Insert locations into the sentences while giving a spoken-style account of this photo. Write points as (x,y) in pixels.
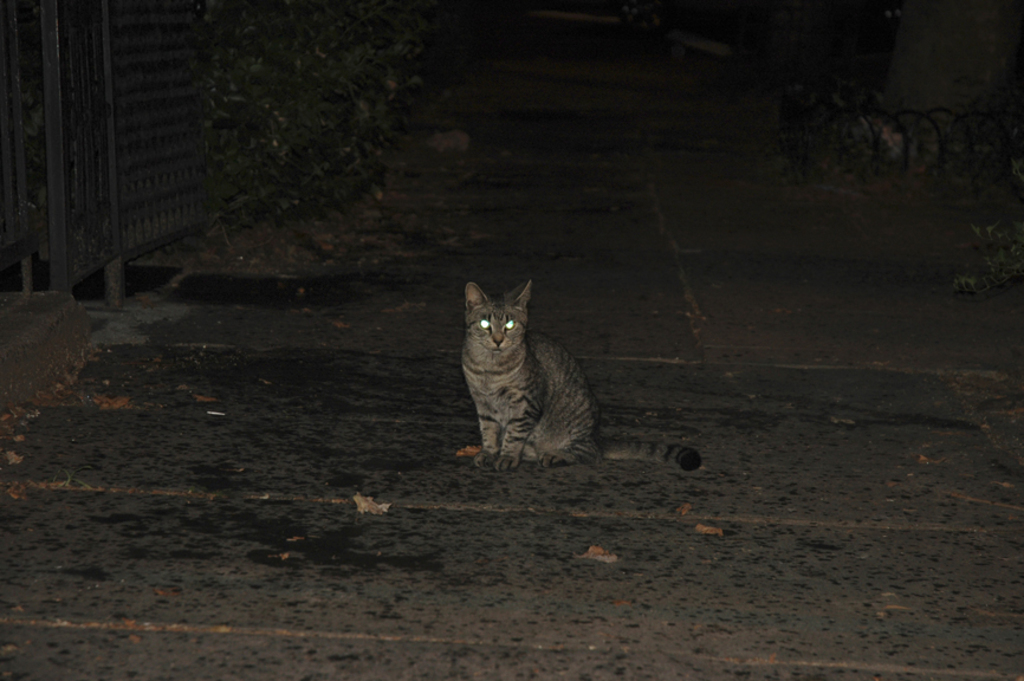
In this image, we can see a cat (518,441) is sitting on the path (786,567). Background (626,180) we can see plants (345,140), grills (169,153), walkway (718,114) and few objects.
